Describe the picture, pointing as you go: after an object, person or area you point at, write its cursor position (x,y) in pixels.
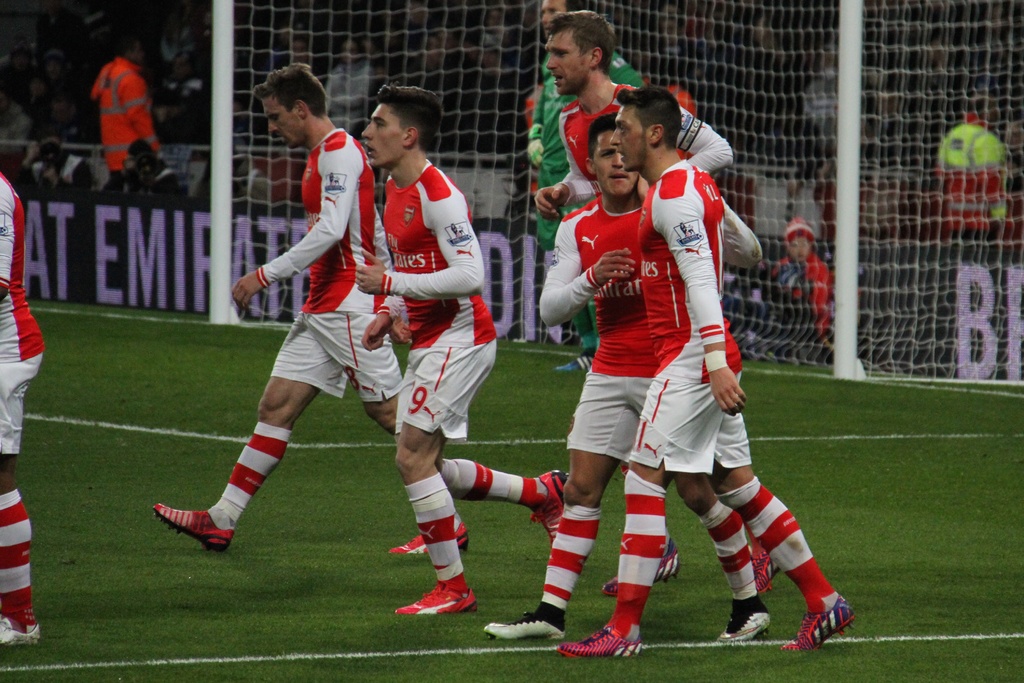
In this image we can see group of people (480,379) standing on the ground (357,574) wearing uniforms (613,250). In the background (143,173), we can see a person (612,76) wearing green dress (552,124) standing in front of a net (671,67) and we can see group of audience (51,105) and a camera man (155,178).
